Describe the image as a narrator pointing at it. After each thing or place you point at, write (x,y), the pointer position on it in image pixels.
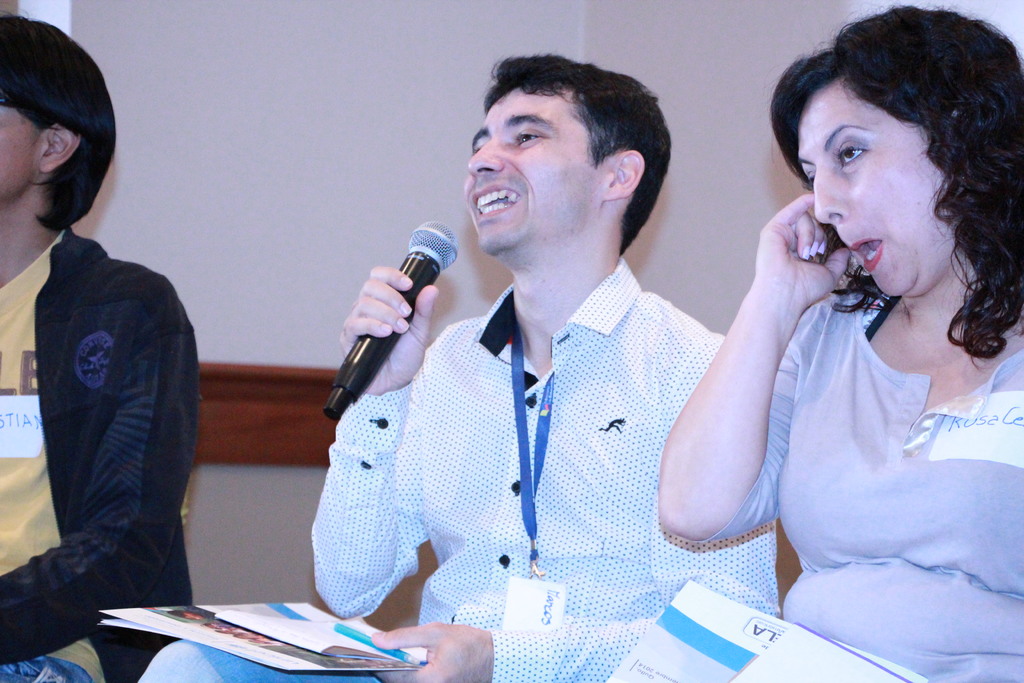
here we can see a person (482,139) sitting and holding a microphone (440,256) in his hand (400,284) and he is smiling and he is wearing an id card (553,381), and a beside to him a woman (778,300) is sitting and holding papers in her hand (802,270), and here a man (110,377) is sitting, and at back (393,94) there is the wall (436,168).
